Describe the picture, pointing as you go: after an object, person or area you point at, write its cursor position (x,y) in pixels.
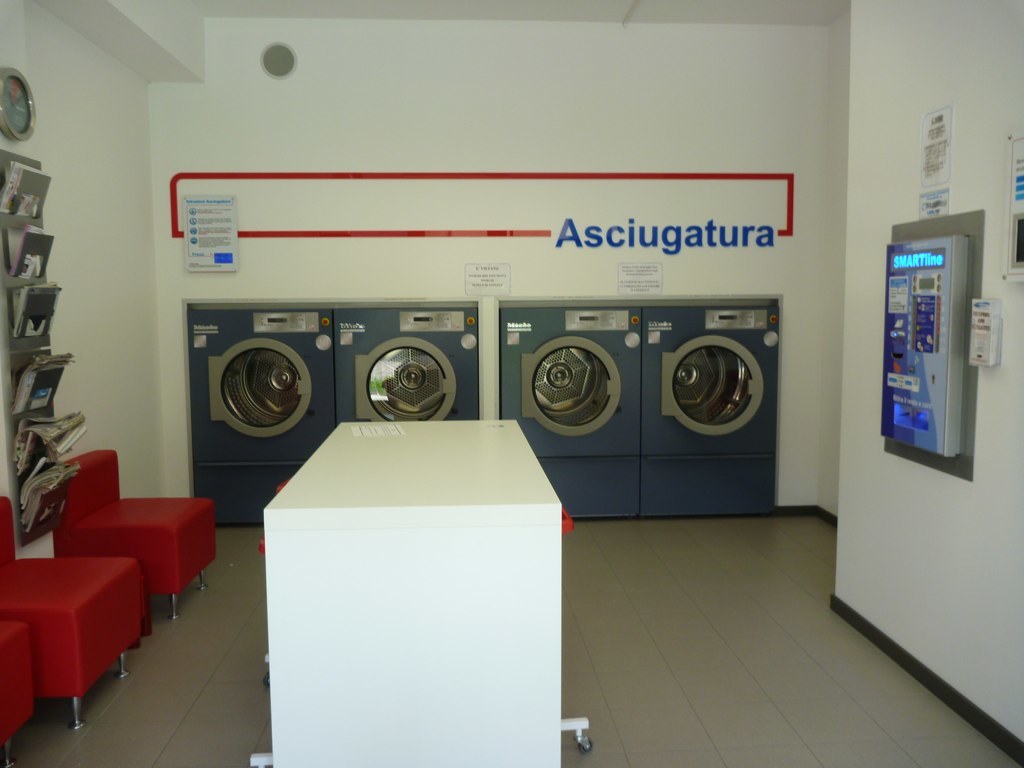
In this picture we can see a few chairs (30,606), books (16,170) on the shelves (41,201) and a wall clock (17,88) on the left side (0,119). There is a table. We can see a few posters (925,172), grey and white objects (946,256) on the wall (925,558) on the right side (891,361). There is a poster (195,266) and a text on the wall (548,291).
